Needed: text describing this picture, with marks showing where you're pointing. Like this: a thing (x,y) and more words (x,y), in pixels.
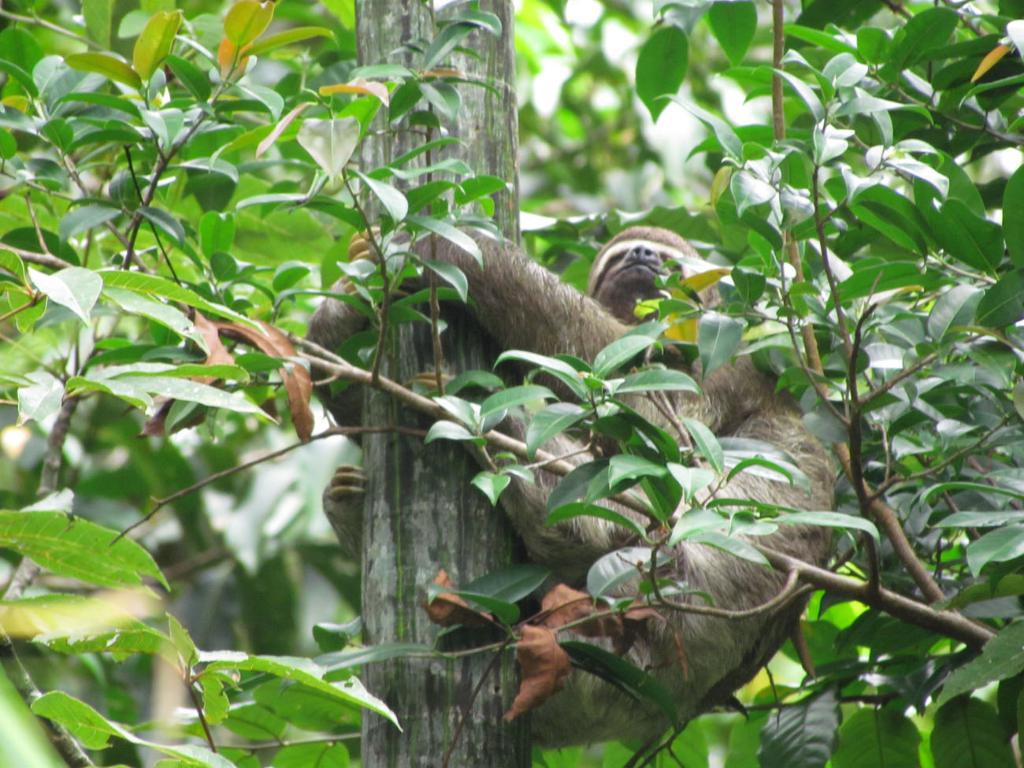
In this picture there is a sloth (545,449) on the right side of the image (684,449) and there is a tree trunk (404,760) in the center of the image (385,341), there are trees (169,370) around the area of the image.
